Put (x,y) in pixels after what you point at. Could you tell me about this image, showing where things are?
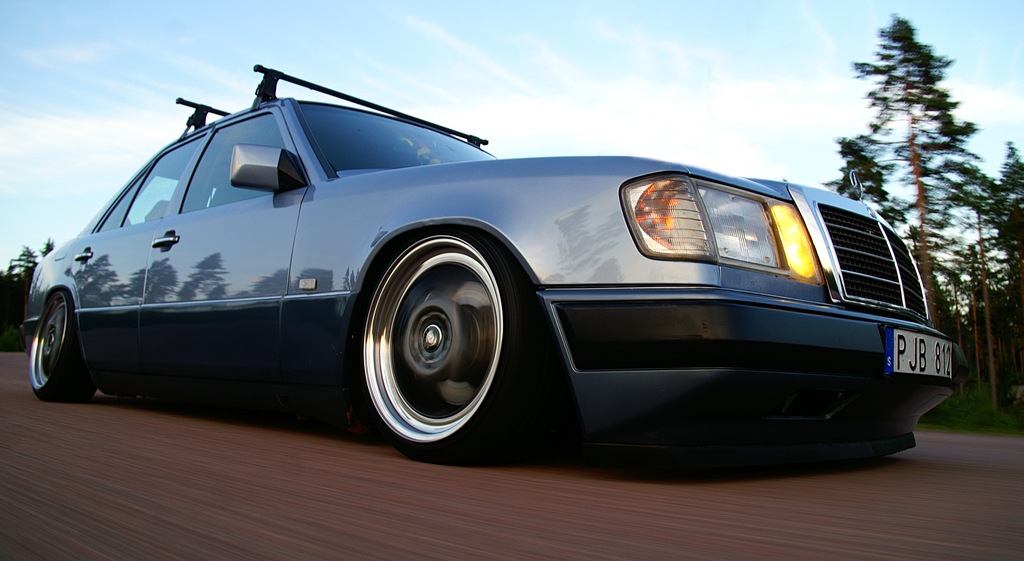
In the picture we can see a car (541,225) on the road (314,494) which is in running position and the car (474,329) is blue in color with a Mercedes symbol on it and behind it, we can see some trees (1009,299) and grass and in the background (144,70) we can see a sky (434,91) with clouds (415,93).
